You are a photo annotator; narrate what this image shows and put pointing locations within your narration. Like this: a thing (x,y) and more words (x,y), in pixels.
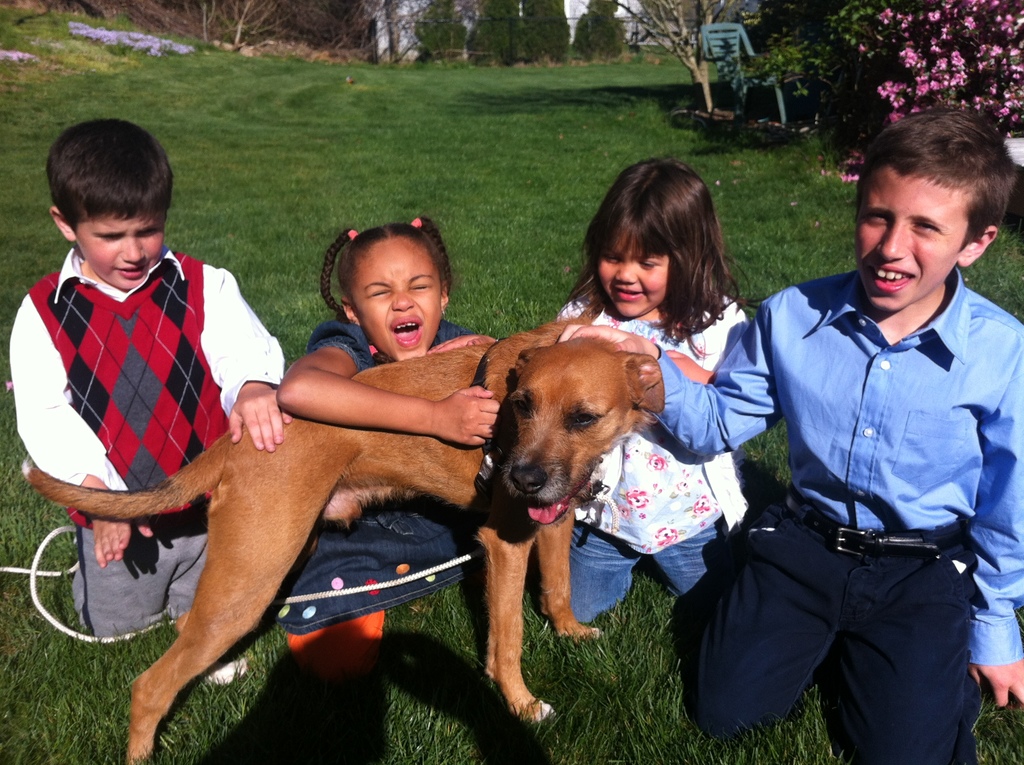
These 4 kids (238,365) are sitting on a grass (467,653). In-front of these kids (102,420) there is a dog (346,452). This girl (386,420) is holding a dog (308,472). Far there are plants (946,74) with flowers (951,37). This is chair (782,106). Grass (607,105) is in green color.
